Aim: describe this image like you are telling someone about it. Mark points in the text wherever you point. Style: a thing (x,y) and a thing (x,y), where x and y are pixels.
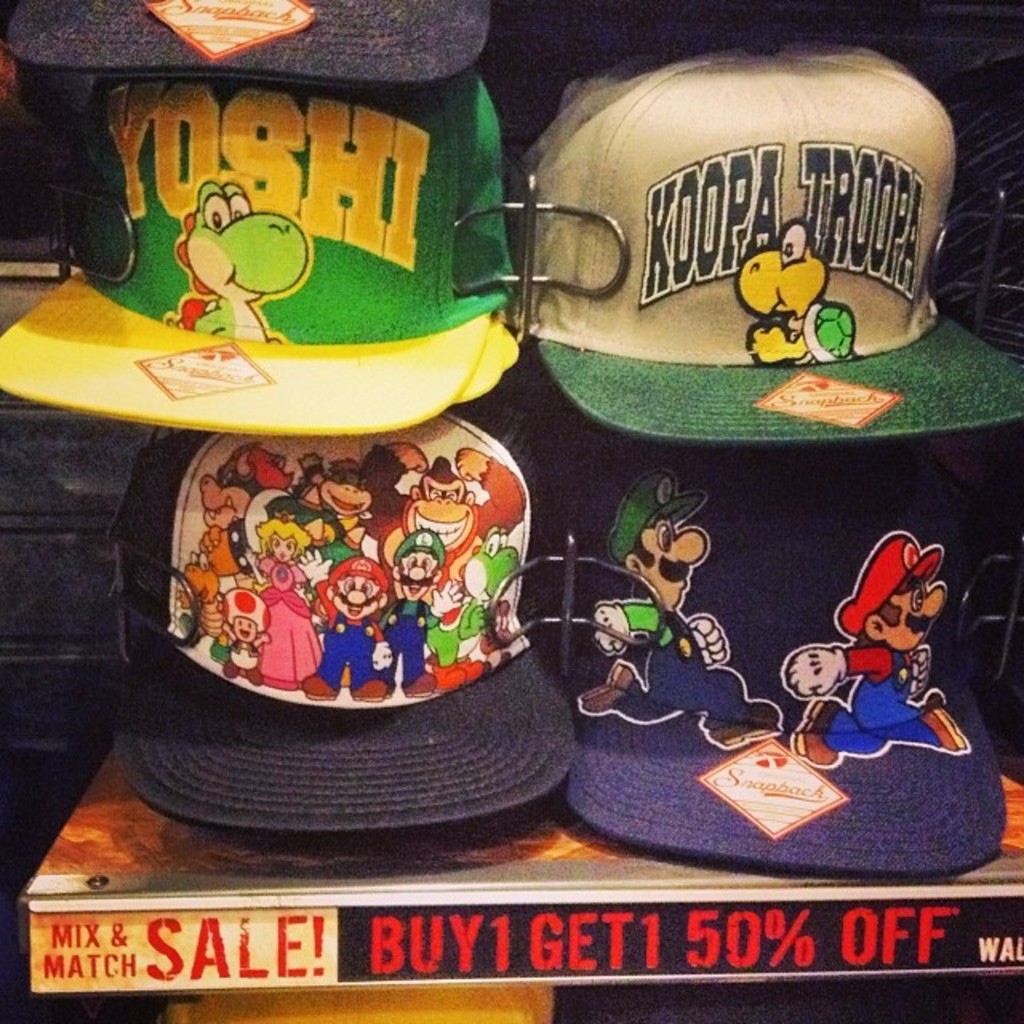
In this image, we can see some caps (852,805) with text (832,159) and images (401,497). We can see an object (148,889) at the bottom (652,885) with some text (79,966). We can see some metal objects (568,214). We can also see the background (89,558).
